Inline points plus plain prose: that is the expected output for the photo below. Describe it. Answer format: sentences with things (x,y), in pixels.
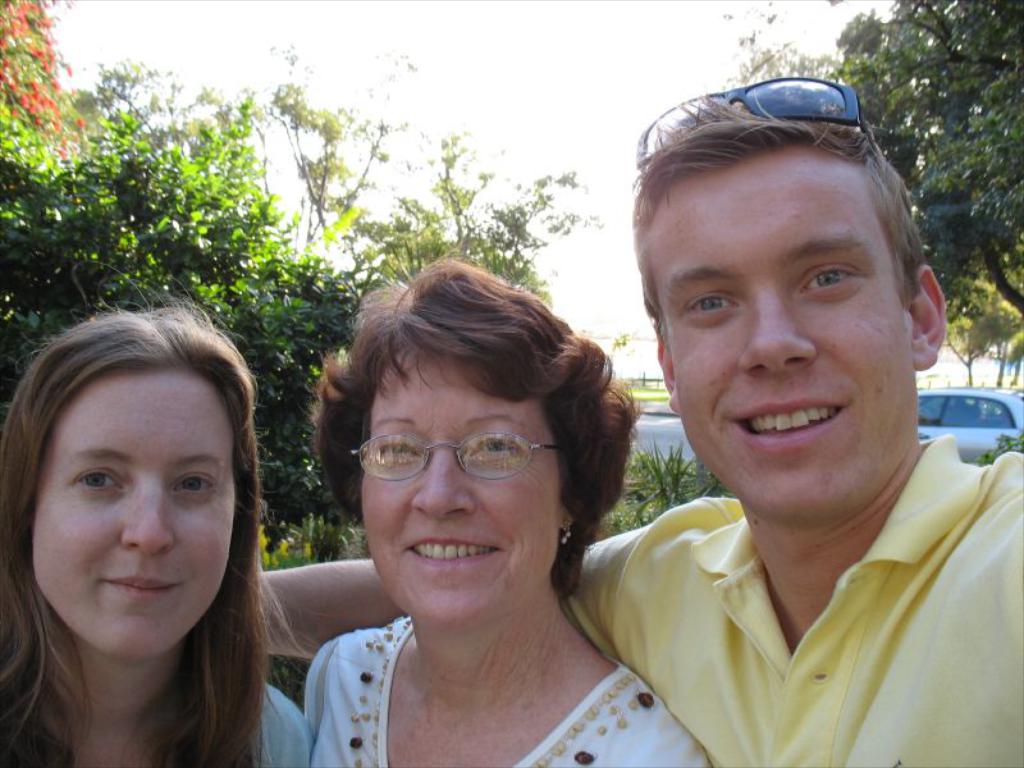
In this image there are persons (589,618) in the front (557,573) smiling. In the background (469,233) there are trees (997,137) and there is a car (948,412) on the road (642,419) and there's grass (660,396) on the ground (650,404).
